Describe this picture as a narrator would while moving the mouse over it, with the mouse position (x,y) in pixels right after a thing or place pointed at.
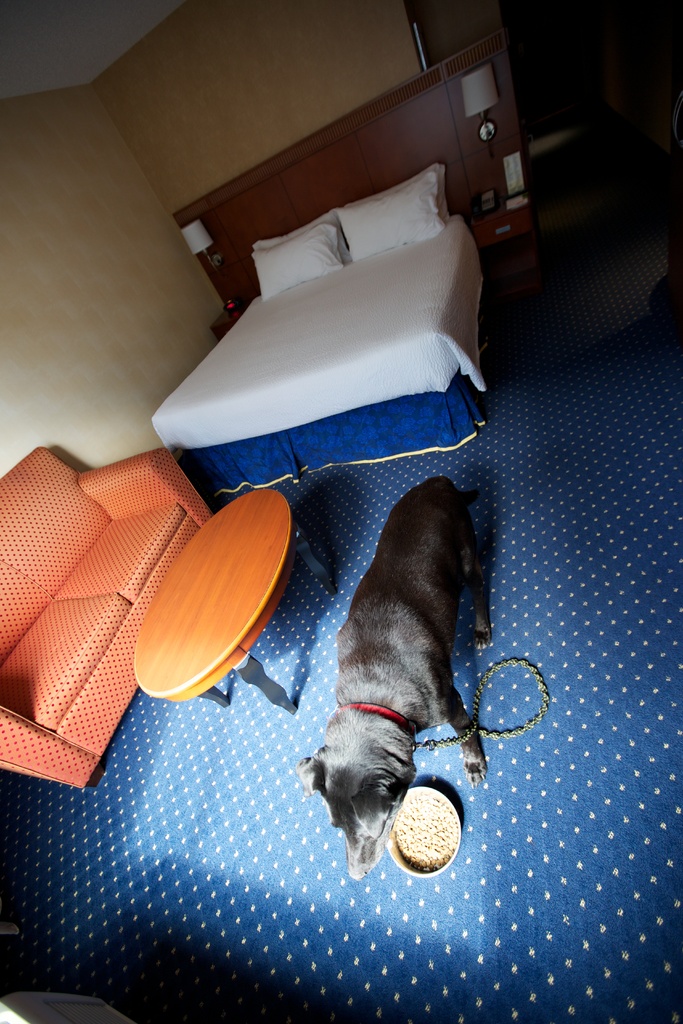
In this image there is a dog (441,531) near the food (412,851) in the plate (399,844), table (232,638), couch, bed (309,393), blanket (334,334), 2 pillows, lamp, wall (145,271).
